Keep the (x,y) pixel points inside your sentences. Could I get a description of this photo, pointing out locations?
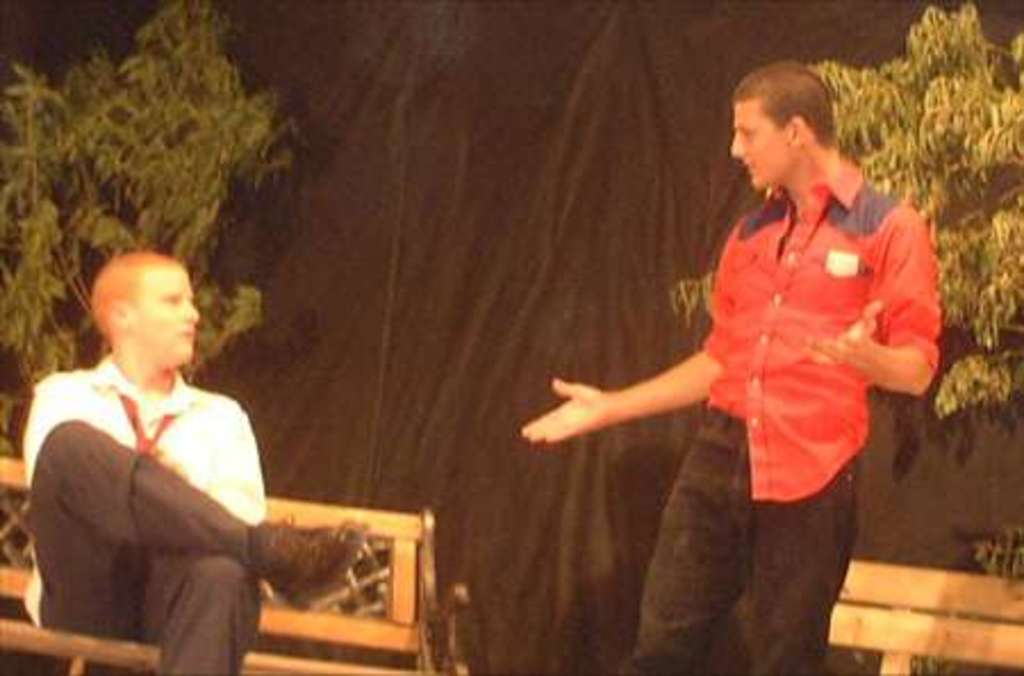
In this picture there is a man (799,271) who is wearing shirt (777,284) and trouser (784,560). He is standing near to the bench (926,640). On the left (215,417) there is a man (208,471) who is sitting on the bench (321,627). In the back (570,194) I can see the trees (996,347) and black cloth (535,296).
